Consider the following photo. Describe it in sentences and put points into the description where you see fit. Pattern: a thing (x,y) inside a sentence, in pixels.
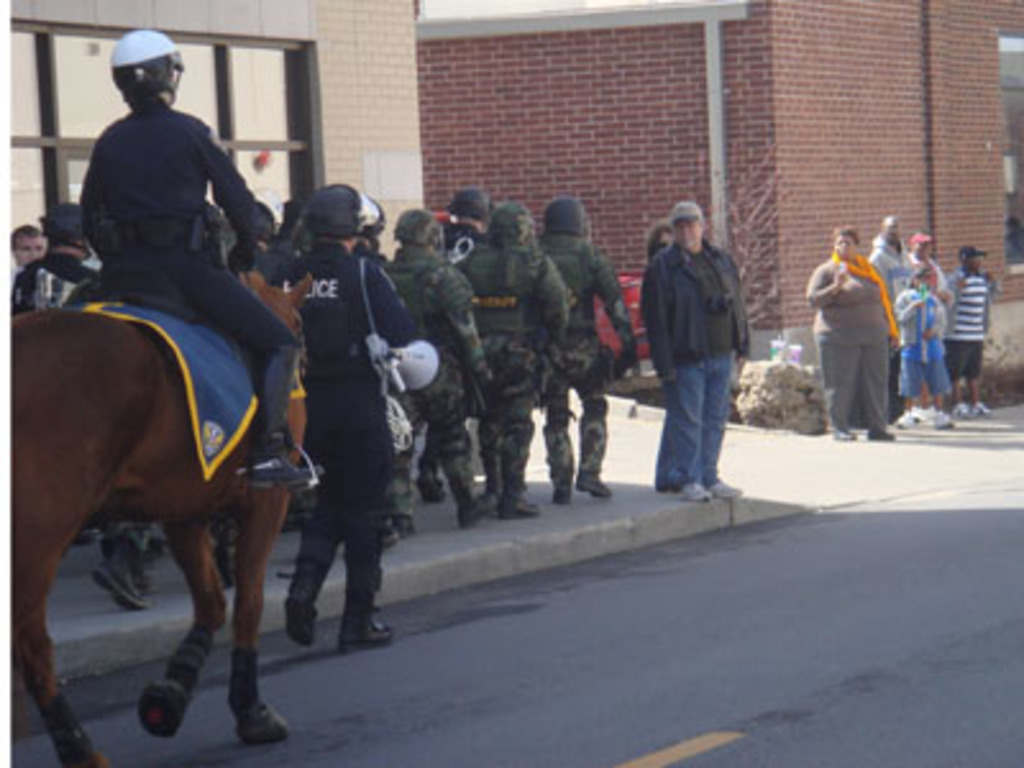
There are many people (421,217) walking on the sidewalk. A person (179,166) wearing helmet (145,91) is sitting on a horse (148,436) and riding. Another person (332,368) is holding a megaphone (395,376). In the background (492,141) there are buildings (594,89) with brick wall (565,91). Also some people (825,297) are standing on the sidewalk (783,482).
